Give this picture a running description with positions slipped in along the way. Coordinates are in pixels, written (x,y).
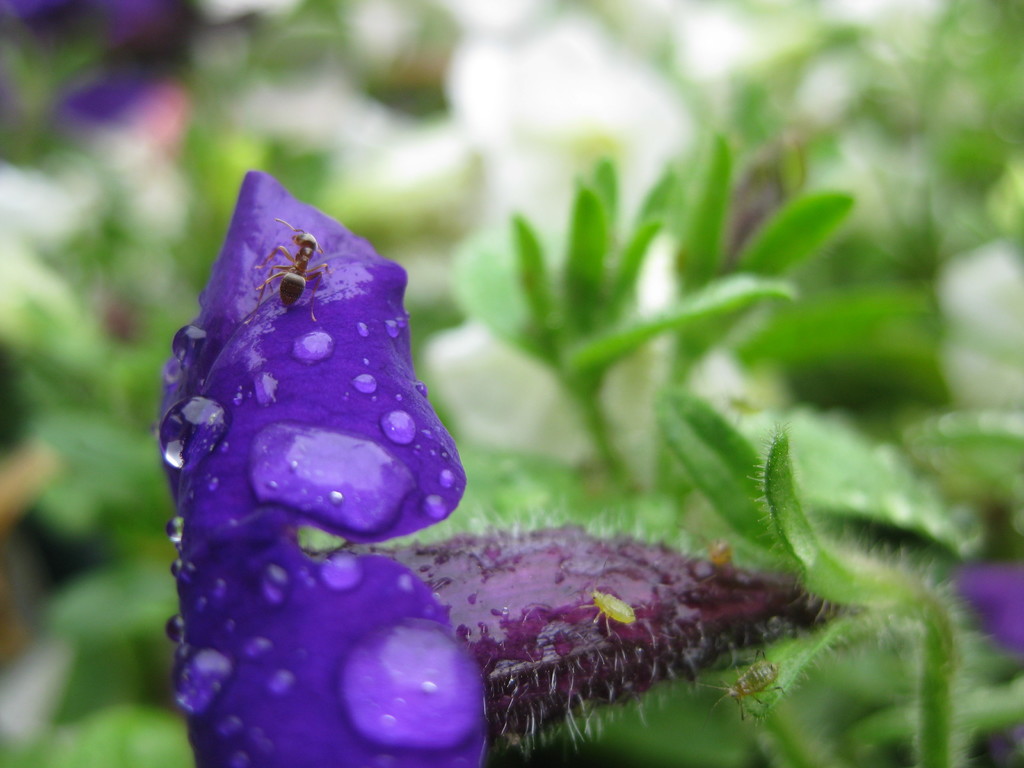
In this image few leaves (744,461) and a flower (313,576) are visible. The petals (269,544) of the flower (286,674) are in violet color. On the flower (325,520) I can see few water drops (187,410) and insects (613,606). The background (193,101) is blurred.
